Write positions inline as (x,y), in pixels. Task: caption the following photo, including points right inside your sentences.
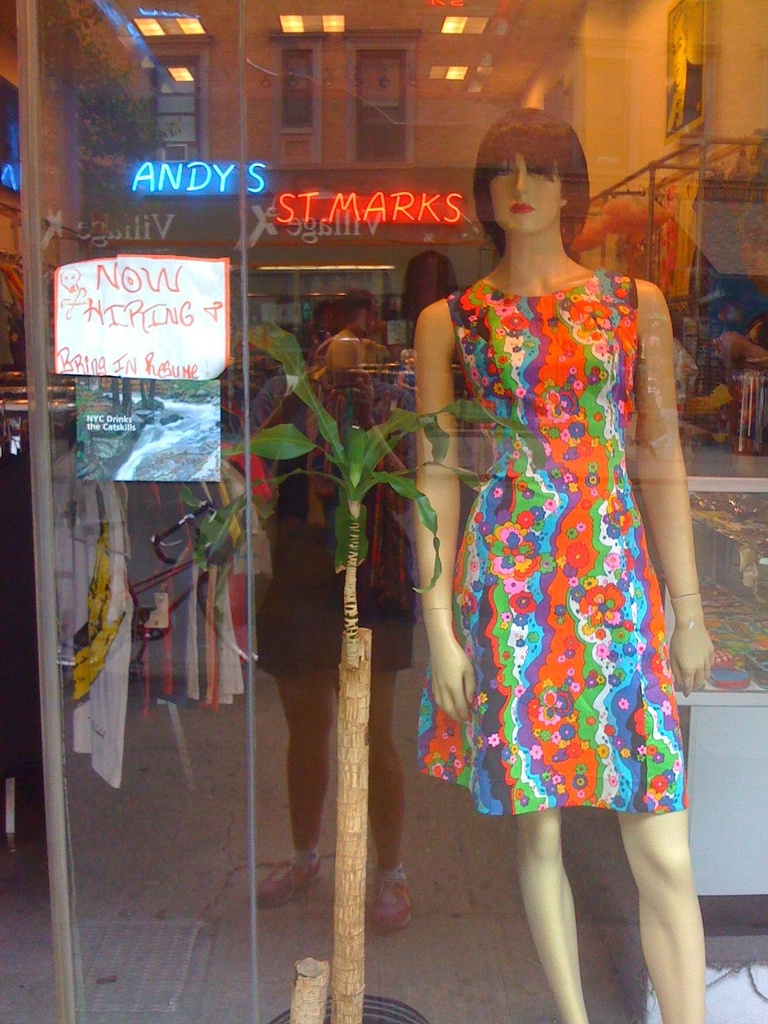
In this image we can see a mannequin (478,400) with dress (548,490), paper (216,349) with some text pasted on the surface (239,471), we can also see some clothes (70,536), some objects (749,549) placed on table (715,585), poles (648,247) and a photo frame (694,71) on the wall (599,83). On the left side of the image (182,421) we can see a poster (214,421) on the glass (85,119) and some plants (116,122). At the top of the image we can see some lights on the roof (488,11). In the foreground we can see a reflection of a person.
